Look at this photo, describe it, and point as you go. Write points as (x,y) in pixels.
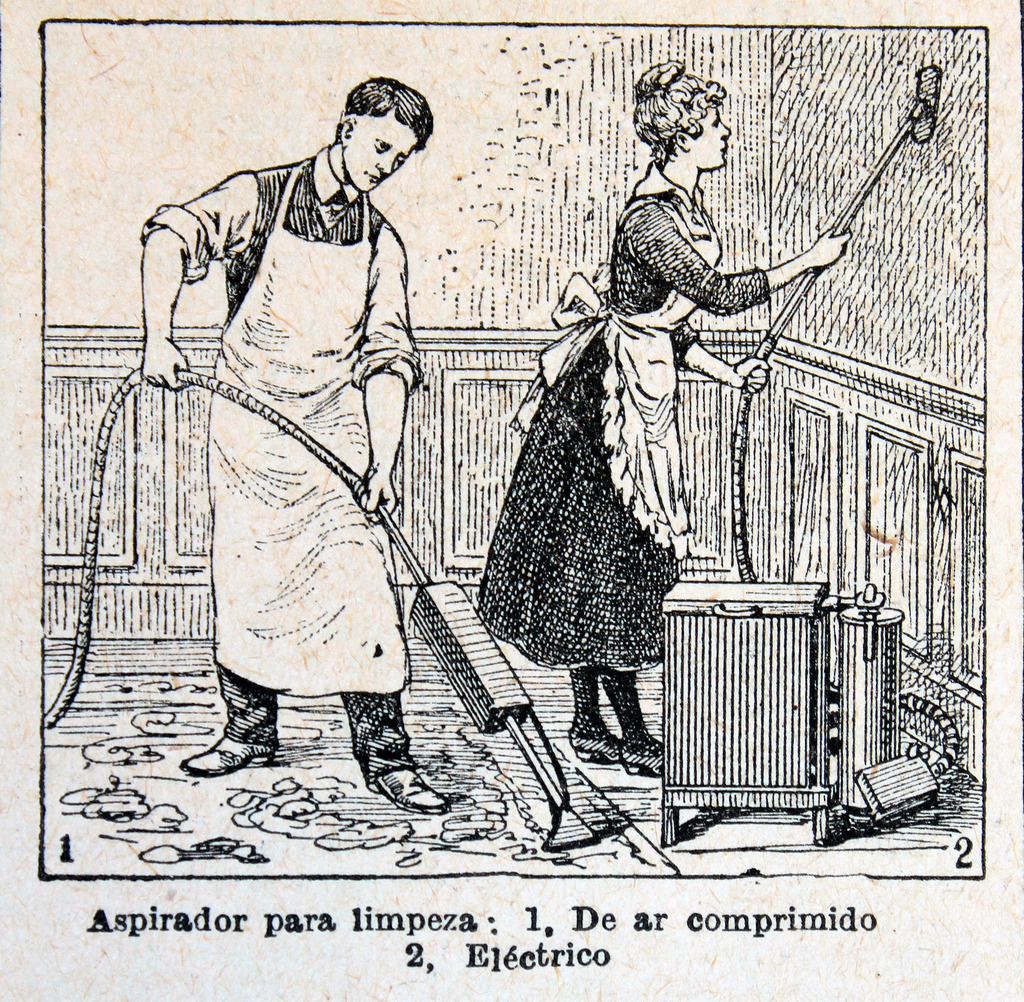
In this image we can see a paper (480,676) and on the paper (405,608) we can see a man (379,421) cleaning the floor (467,775) and also a woman (654,257) cleaning the wall (863,295). We can also see a machine (698,724). Image also consists of a text (417,950) and also numbers (414,962).
